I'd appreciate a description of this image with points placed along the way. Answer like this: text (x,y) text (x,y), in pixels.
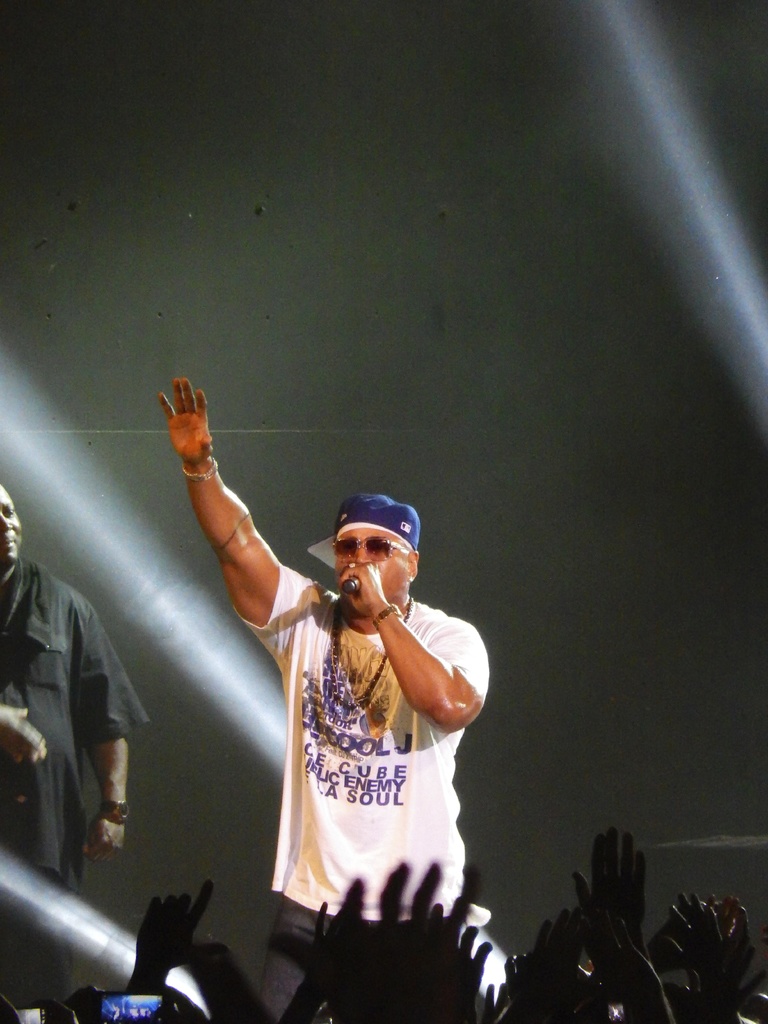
At the bottom of the image (177,937) there are hands (425,931) of many people (431,993) and also there is a mobile (153,1006). There is a man (337,732) with white t-shirt (378,652), a cap (381,514) on his head (343,558) and holding the mic (347,582) in his hand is standing. Beside him there is another man (62,636) with black dress (14,620) is standing. There is a black background (638,558) with lights (164,576).
